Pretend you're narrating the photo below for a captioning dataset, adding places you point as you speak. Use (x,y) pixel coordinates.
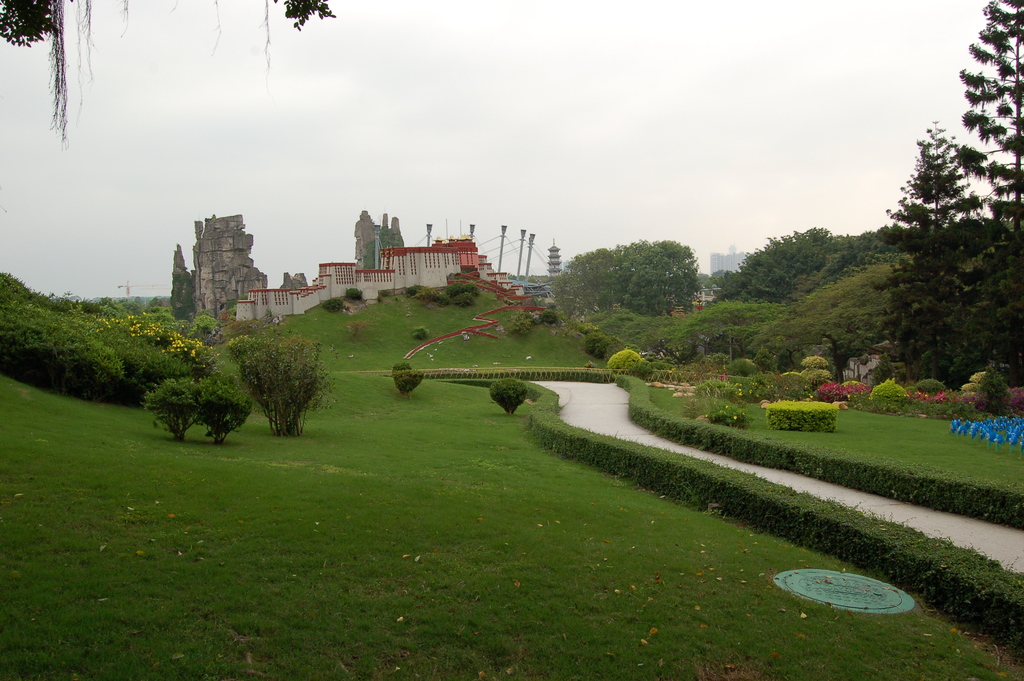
In this image there are buildings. At the bottom (719,484) there are plants (551,441) and we can see hedges (532,432). On the right (976,542) there is a walkway (962,538). In the background (790,300) there are trees (949,296) and sky (54,282). We can see bushes (893,379).
